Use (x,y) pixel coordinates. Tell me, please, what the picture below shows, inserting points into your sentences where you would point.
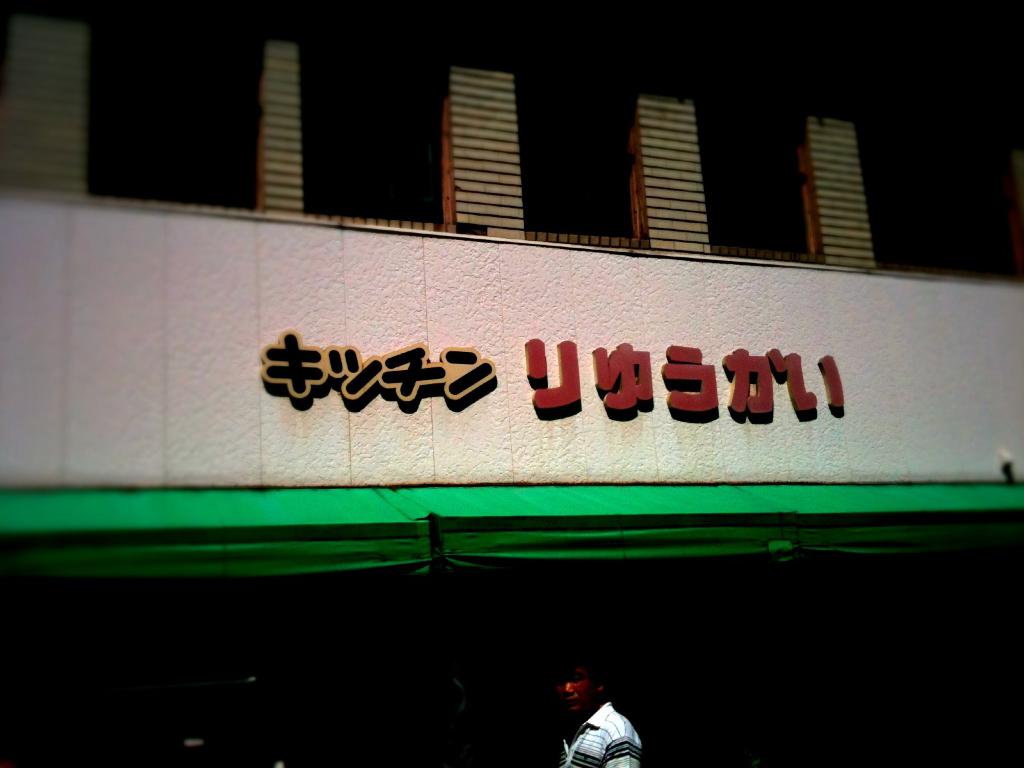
In this image we can see a person (636,732) standing at the bottom of the image (578,686). In the background (487,688), we can see a building (595,399) and there is some text (562,391) on the wall (118,462).
